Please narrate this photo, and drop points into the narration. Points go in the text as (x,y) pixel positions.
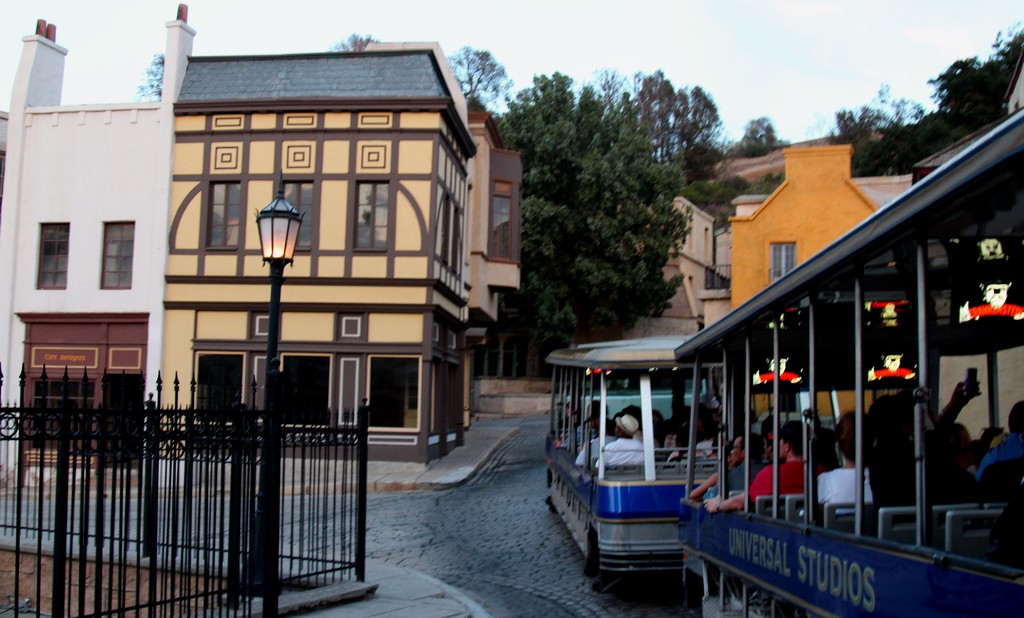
This image is taken outdoors. At the top of the image (287,34) there is the sky (666,57) with clouds (858,70). At the bottom of the image (449,557) there is a road (463,560) and there is a sidewalk (403,594). In the background (668,185) there are a few trees (650,209) and a few houses (309,145) with walls (420,247), windows (104,259), doors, roofs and railings (711,277). There are a few trees (603,197) with green leaves (572,228), stems (576,233) and branches (866,120). On the right side of the image (706,400) two buses (717,455) are moving on the road (665,617) and a few people (791,447) are sitting in the bus (916,414). On the left side of the image (44,412) there is a railing (138,495) and there is a pole (275,263) with a light (279,215).
